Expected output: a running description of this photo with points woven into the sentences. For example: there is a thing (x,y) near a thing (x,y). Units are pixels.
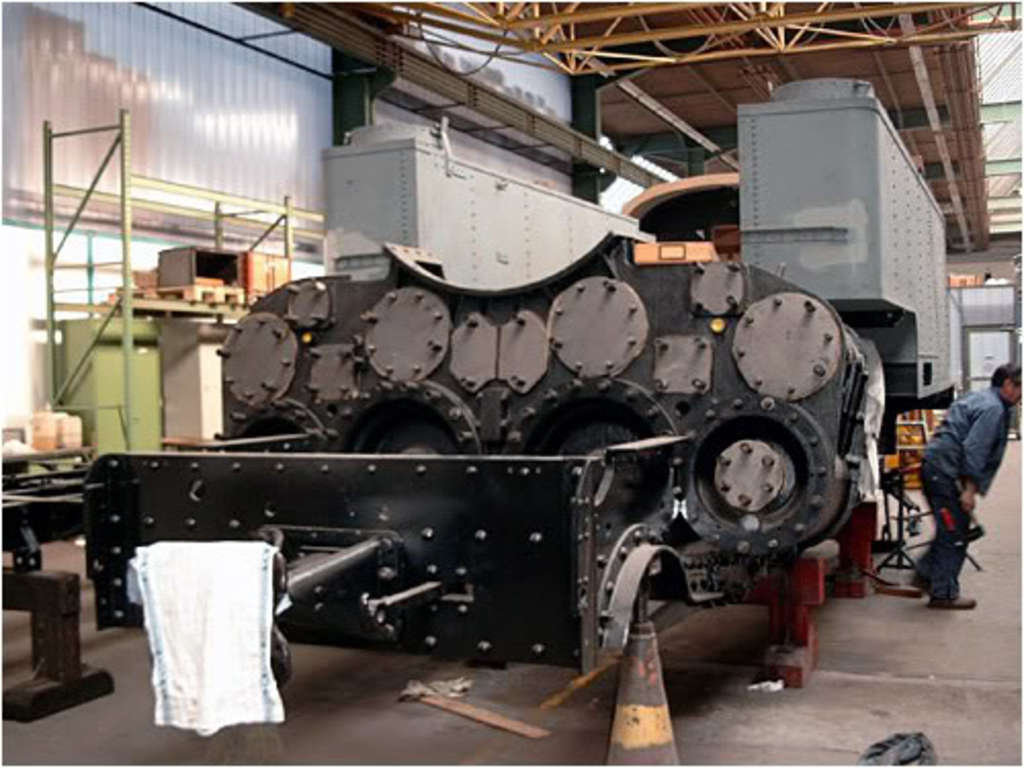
In this image I can see an iron part (657,485) of a big vehicle (585,446). At the top (309,76) there is a shed (410,17), on the right side (964,472) there is a man (962,416).
